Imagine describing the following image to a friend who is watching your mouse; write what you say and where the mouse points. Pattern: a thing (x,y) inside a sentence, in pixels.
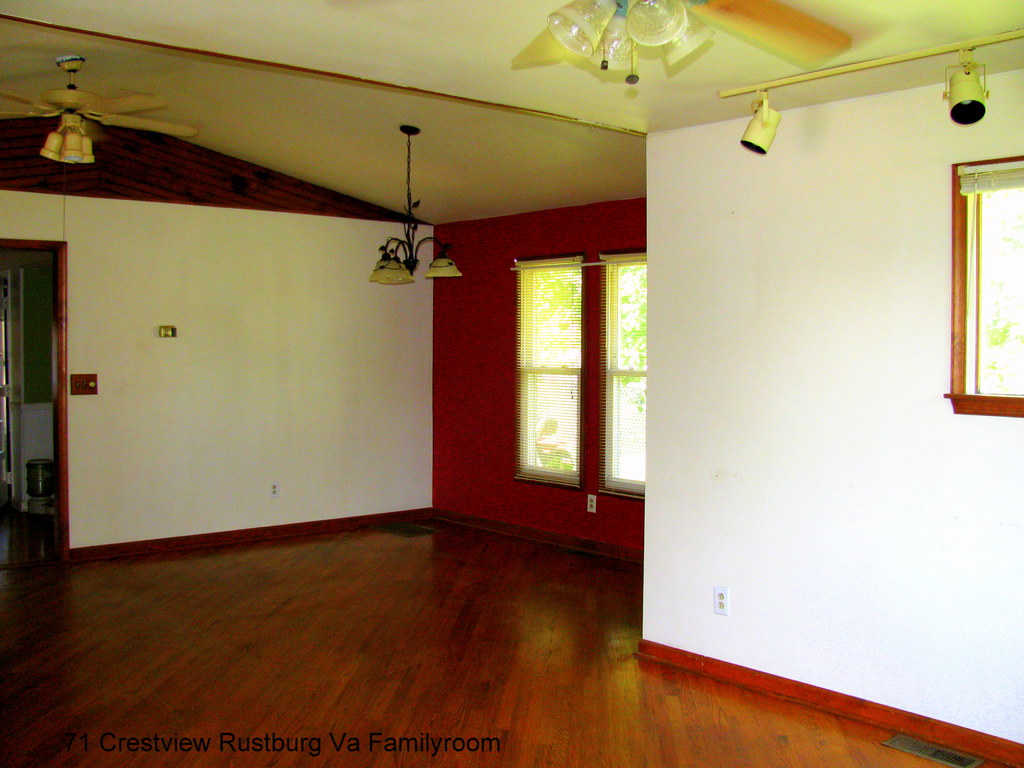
In a given image I can see a window (622,486), metal lamps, fan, rods (833,76), lights (770,126) and floor (468,631).
